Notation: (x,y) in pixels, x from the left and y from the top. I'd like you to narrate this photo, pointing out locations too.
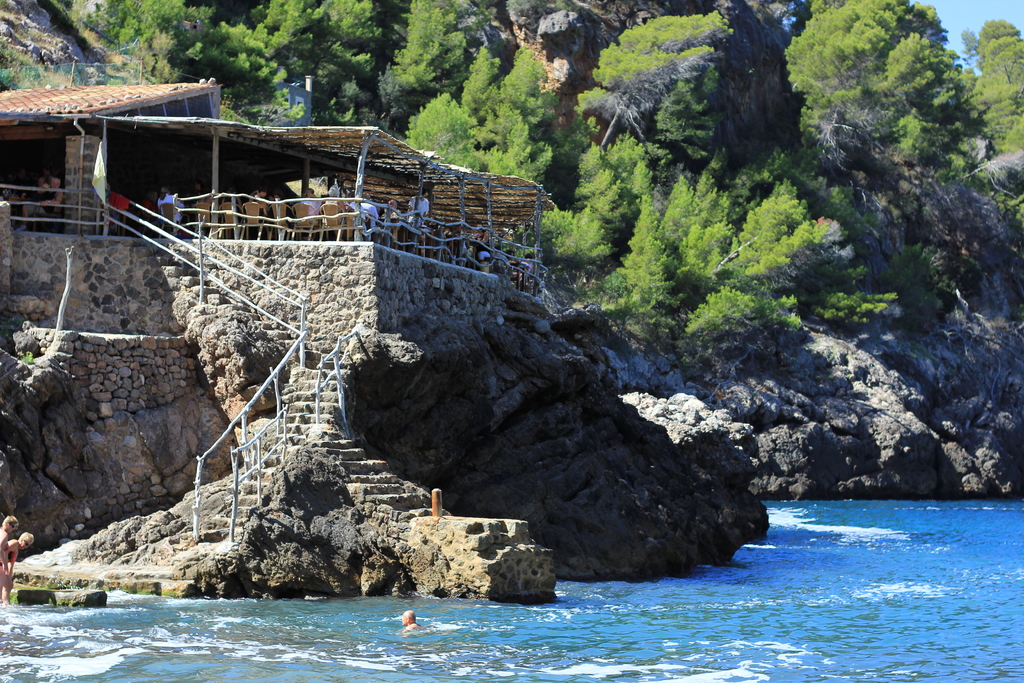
In the foreground of this image (131,621), at the bottom (18,533), there are three people (8,525) in the water (308,657). We can also see stairs (312,391), railing (281,409), hut (134,118) and shelter like structures (364,163) on a cliff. Behind it, there are trees (778,199) and rock (888,371). In the background (964,11), there is the sky (961,8).
